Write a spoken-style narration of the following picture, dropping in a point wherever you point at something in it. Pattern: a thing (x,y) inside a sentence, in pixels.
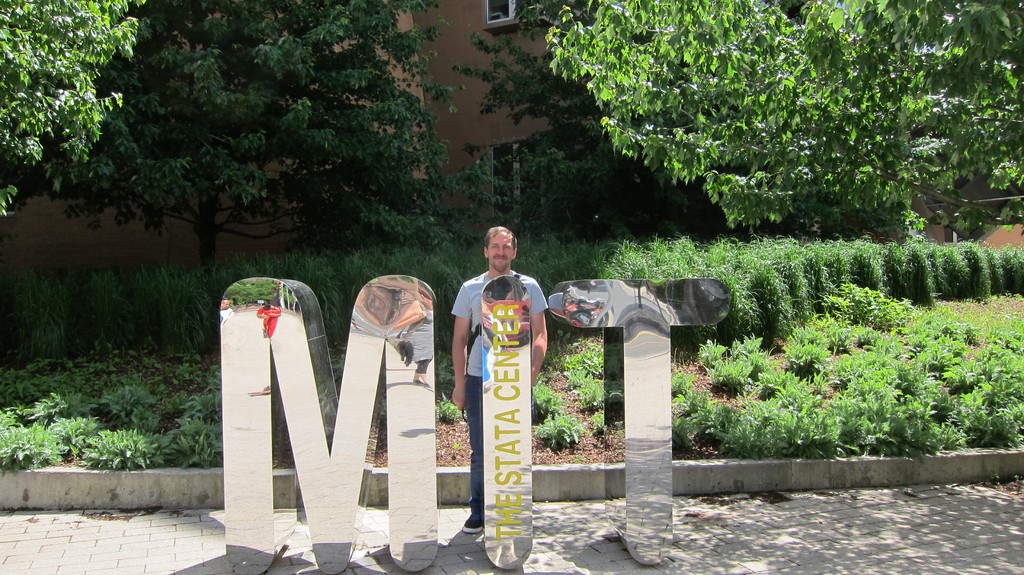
In this image we can see a person (467,308) standing near the name board (426,392) which is placed on the ground (433,566). In the background (465,228), we can see plants (781,313), trees (607,181) and a building (8,255).
